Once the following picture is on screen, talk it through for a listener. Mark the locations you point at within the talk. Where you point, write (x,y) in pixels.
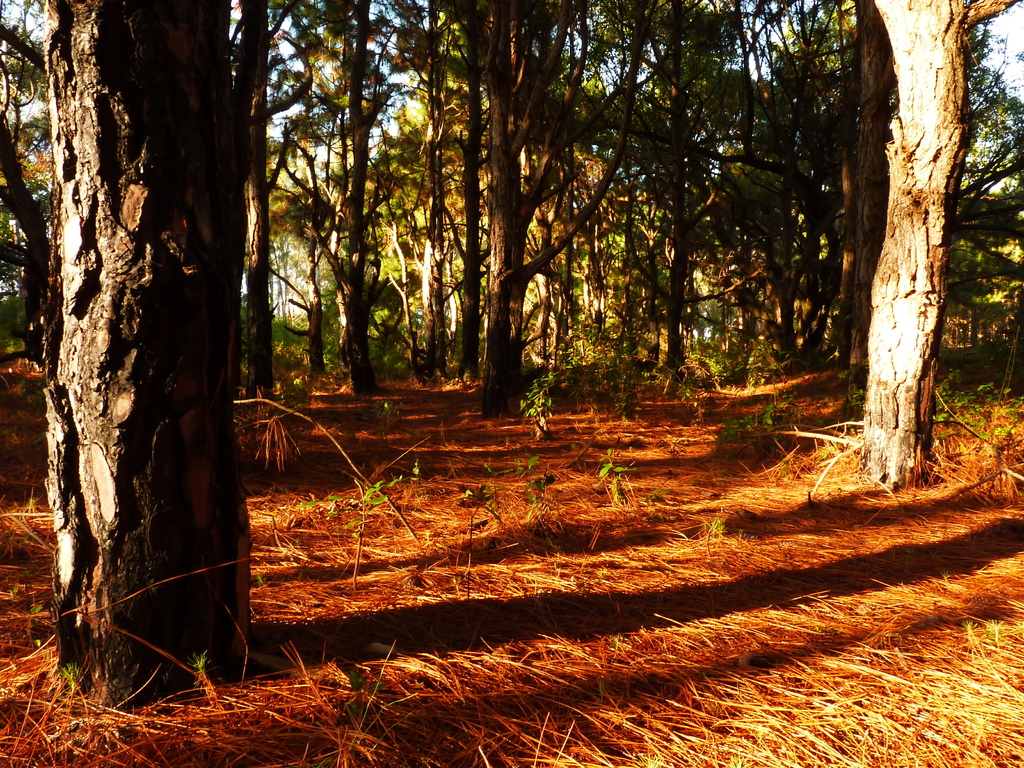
In this picture we can see grass (698,504), few plants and trees (245,235).
